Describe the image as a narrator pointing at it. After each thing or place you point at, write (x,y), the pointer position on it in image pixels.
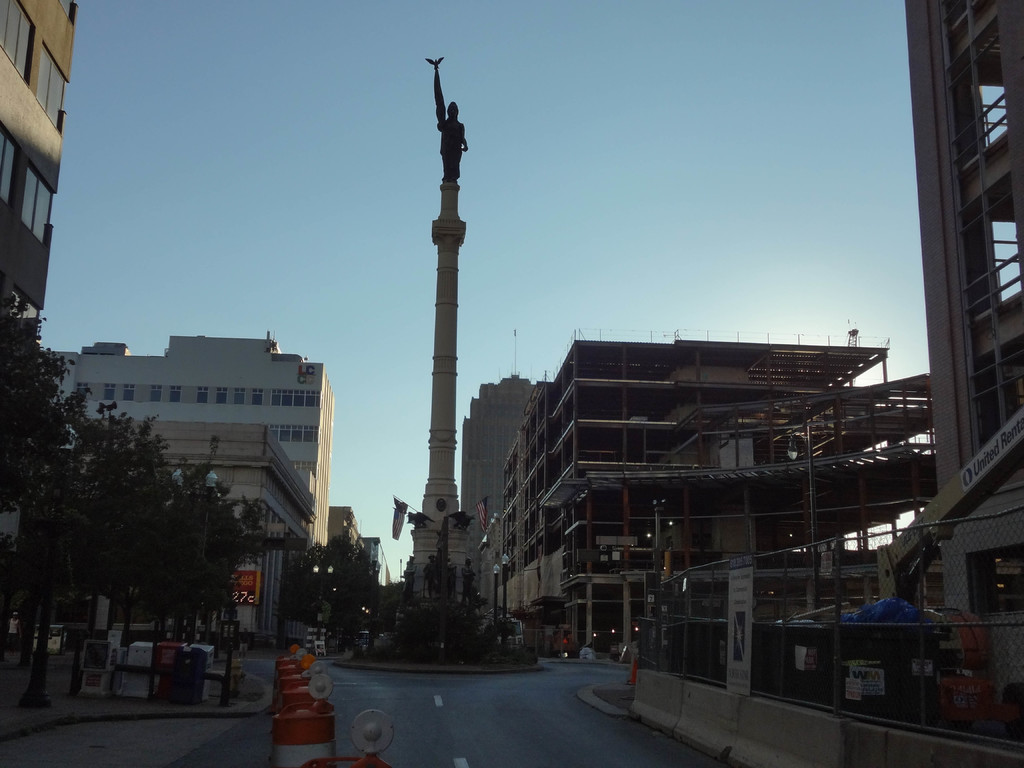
In this image, I can see buildings (307,503), trees (285,606) and a statue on a pillar (418,547). At the bottom of the image (378,753), there are barriers (308,738) on the road (438,728) and objects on the pathway (112,699). At the bottom right side of the image (713,610), I can see a fence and a crane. In the background (288,158), there is the sky (394,212).
